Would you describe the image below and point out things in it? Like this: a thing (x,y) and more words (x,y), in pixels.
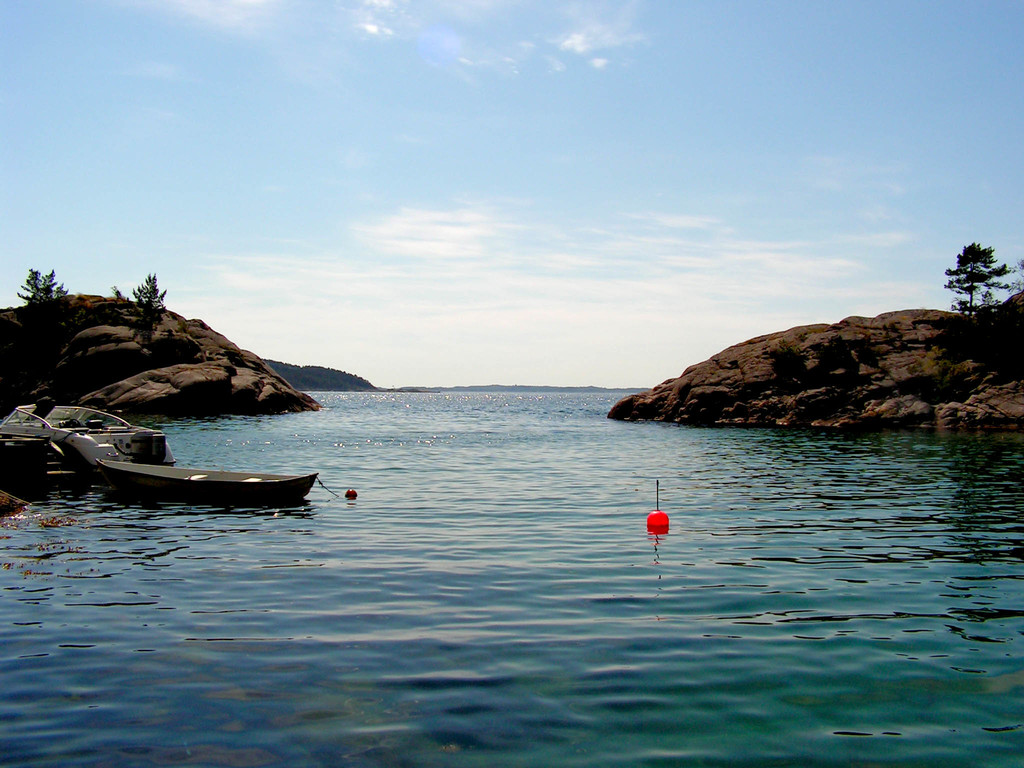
In this image there is a ship (125,453), boat (161,492) and an object (666,523) in the red color are on the river (515,588). On the either side of the river (508,607) there are mountains (239,365) and trees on top of it. In the background (474,187) there is the sky (490,239).
